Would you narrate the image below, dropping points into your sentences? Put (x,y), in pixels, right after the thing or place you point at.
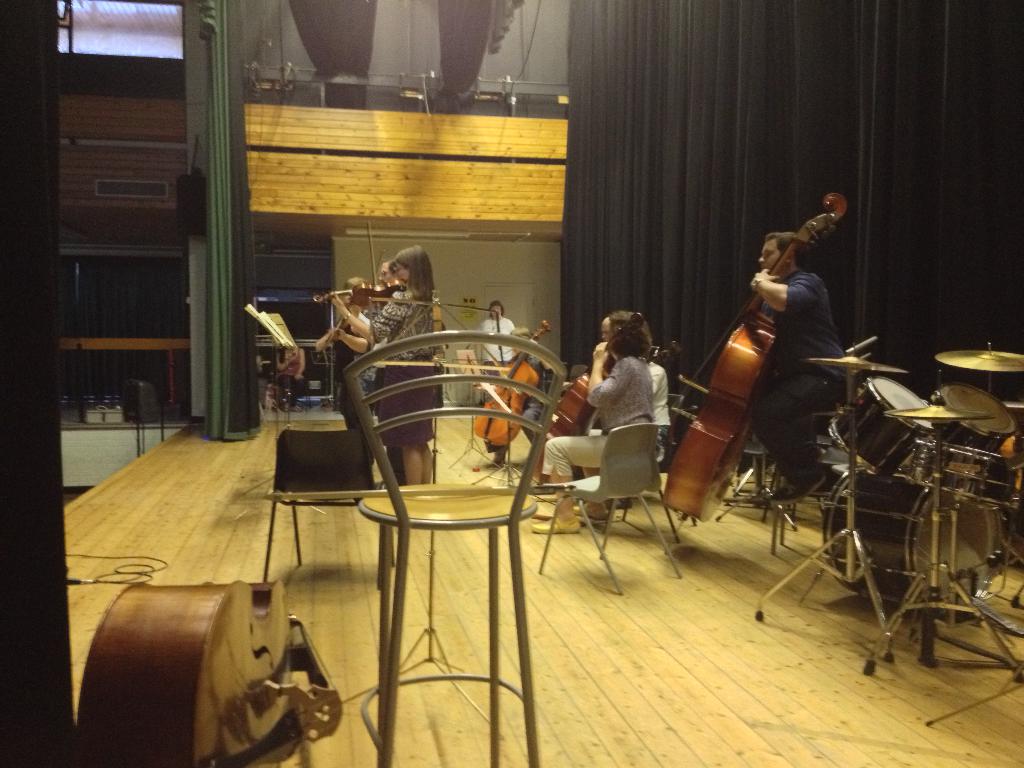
In this picture there is a man (825,332) who is sitting on the chair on the right side of the image (808,333) he is playing the double bass (744,377) and there are people (622,376) some are standing and sitting in the center of the image (423,276), by holding violins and cellos (583,399) in their hands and there is a drum set (886,471) on the right side of the image (913,504) and there are chairs (409,350) in the image and there are wires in the image, there are black color curtains (772,116) in the background area of the image (707,314), and there is a person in the background area of the image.
